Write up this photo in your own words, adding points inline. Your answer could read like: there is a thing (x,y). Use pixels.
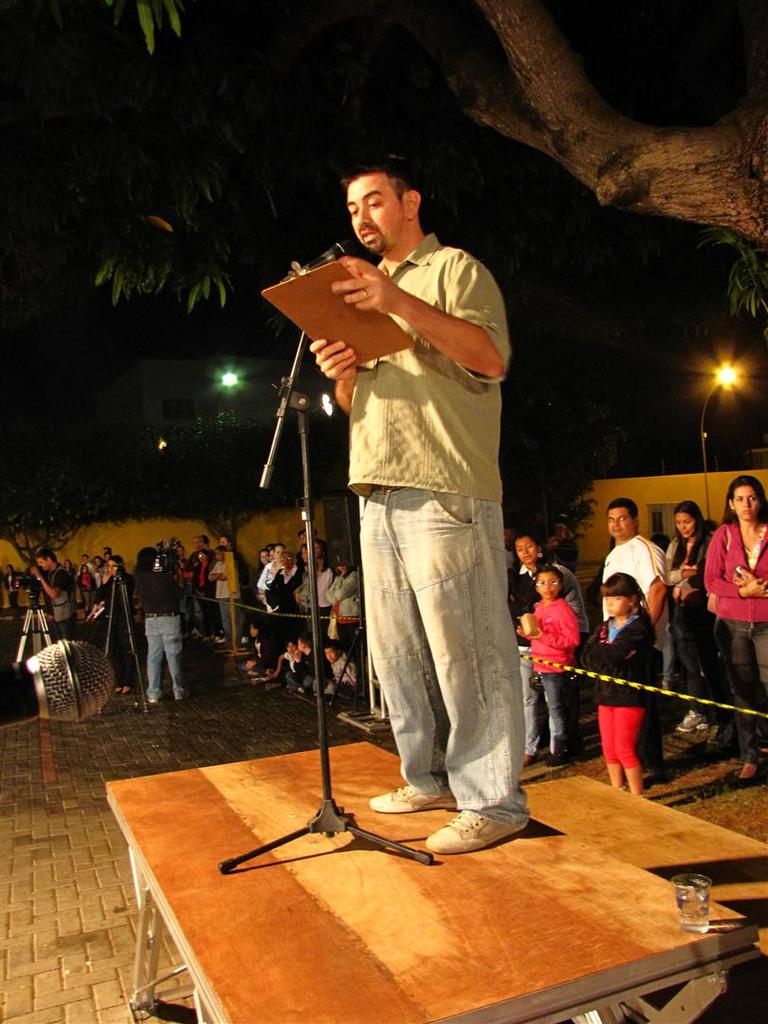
In the picture we can see a person (385,371) wearing green color shirt (385,371) standing on stage (326,885) holding pad (353,322) in his hands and there is microphone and we can see some group of people (648,631) standing behind rope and in the background (267,423) there are some trees (267,257), lights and there is a wall (182,525).
